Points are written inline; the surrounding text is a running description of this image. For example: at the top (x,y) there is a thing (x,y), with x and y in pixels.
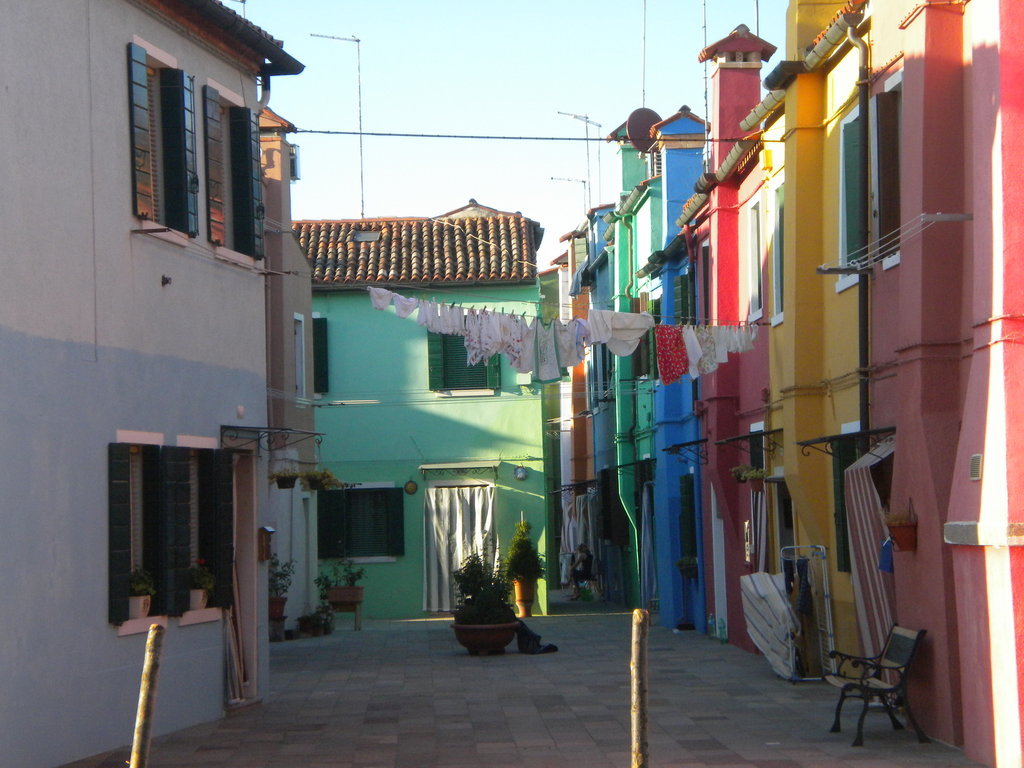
In this image I can see few buildings (822,357) in multi color, clothes (627,326) in white and red color, plants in green color, a bench (904,643). Background (348,112) I can see few poles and the sky (483,80) is in blue color.
